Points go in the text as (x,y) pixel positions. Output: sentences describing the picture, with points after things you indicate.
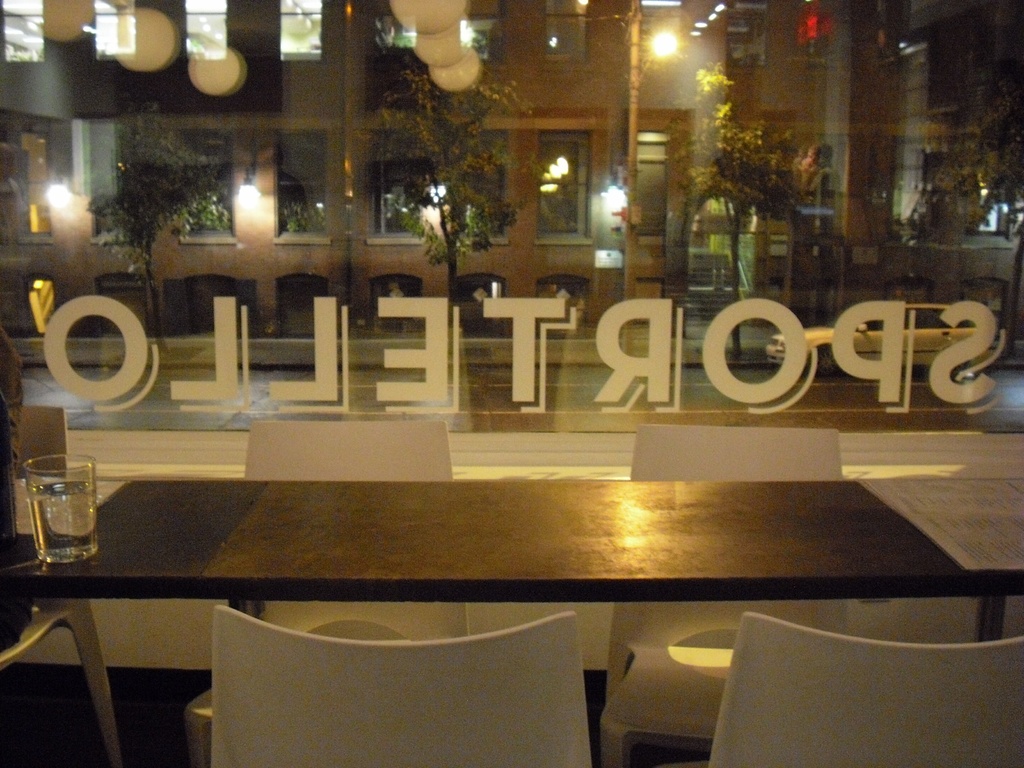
In the image we can see there is a dining table (430,573), there are chairs (324,678) and there is a glass of water (84,529) kept on the table (231,533). Outside the window (820,242) there are trees (449,215) and there is a building (577,167).
